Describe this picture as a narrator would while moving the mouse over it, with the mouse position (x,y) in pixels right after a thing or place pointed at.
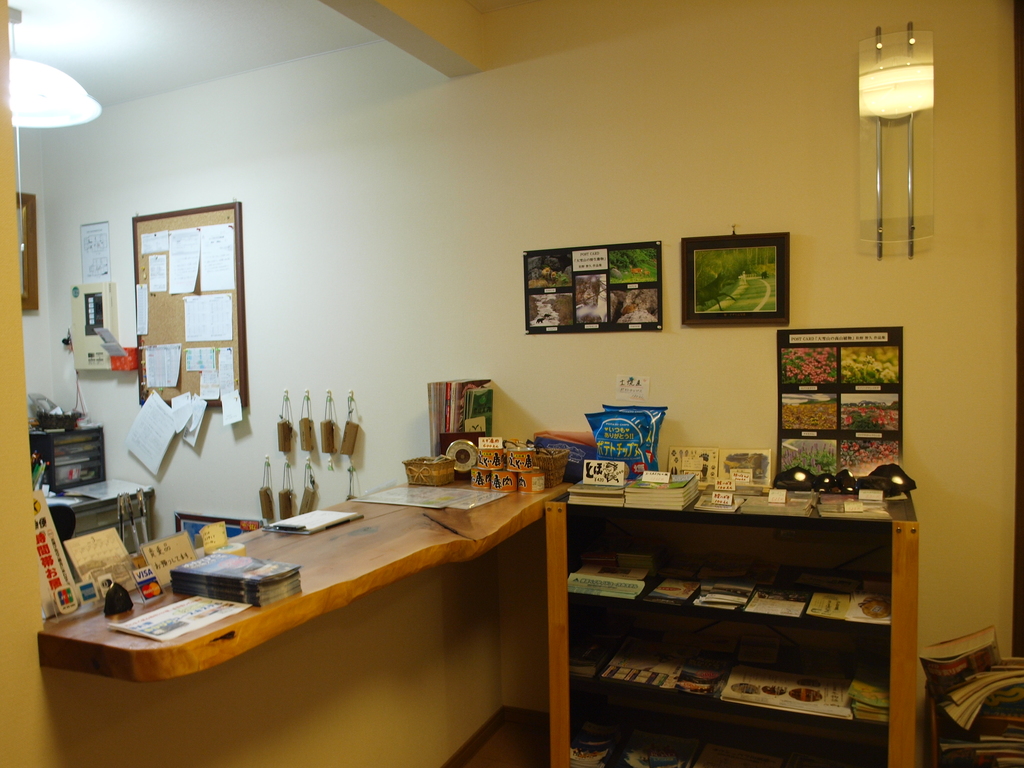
This is the inside view of a room (214,635). In this room (458,641) there is a table (232,615), on the table (221,650) there are many books (271,565), boxes (508,488) and bowls (447,480). And this is the rack (725,561) having different books (669,576) on it. And this is the wall (450,162), on the wall (540,155) there are many frames (752,263), posters (620,293). And this is the light (882,87). Here we can see one noticeboard (157,231) on the wall (253,311). In this noticeboard (239,341) we can see the papers (182,276) pasted to it.
